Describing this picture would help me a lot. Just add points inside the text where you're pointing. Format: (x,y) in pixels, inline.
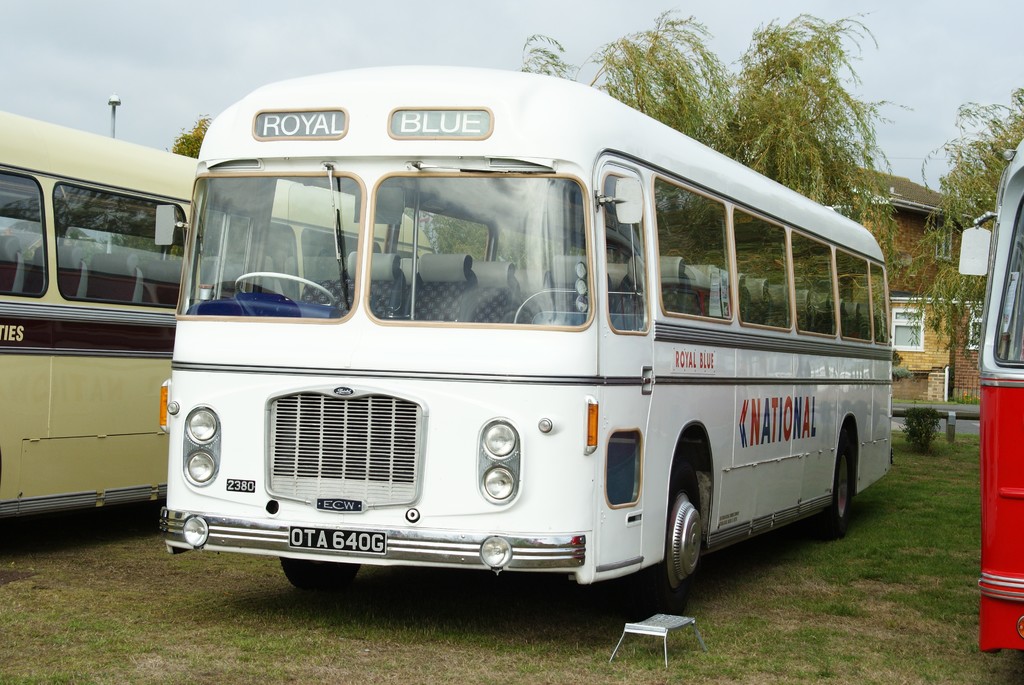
In this image we can see three vehicles (569,110) which are in different colors and we can see some text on the vehicles (806,326) and there is a stool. We can see some trees (944,282) and a building (904,188) in the background (933,266) and at the top (256,66) we can see the sky (568,14).
